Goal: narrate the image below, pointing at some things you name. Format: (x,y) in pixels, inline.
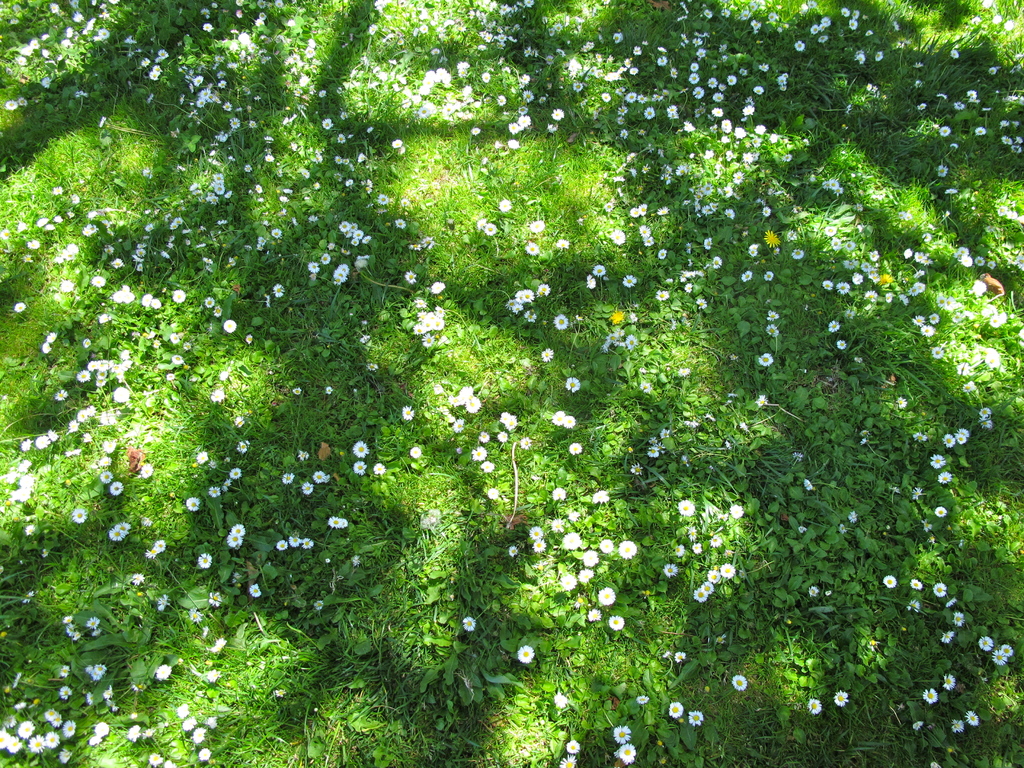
In this picture, we can see the ground (628,490) covered with grass (570,460), and some flowers (559,420).
